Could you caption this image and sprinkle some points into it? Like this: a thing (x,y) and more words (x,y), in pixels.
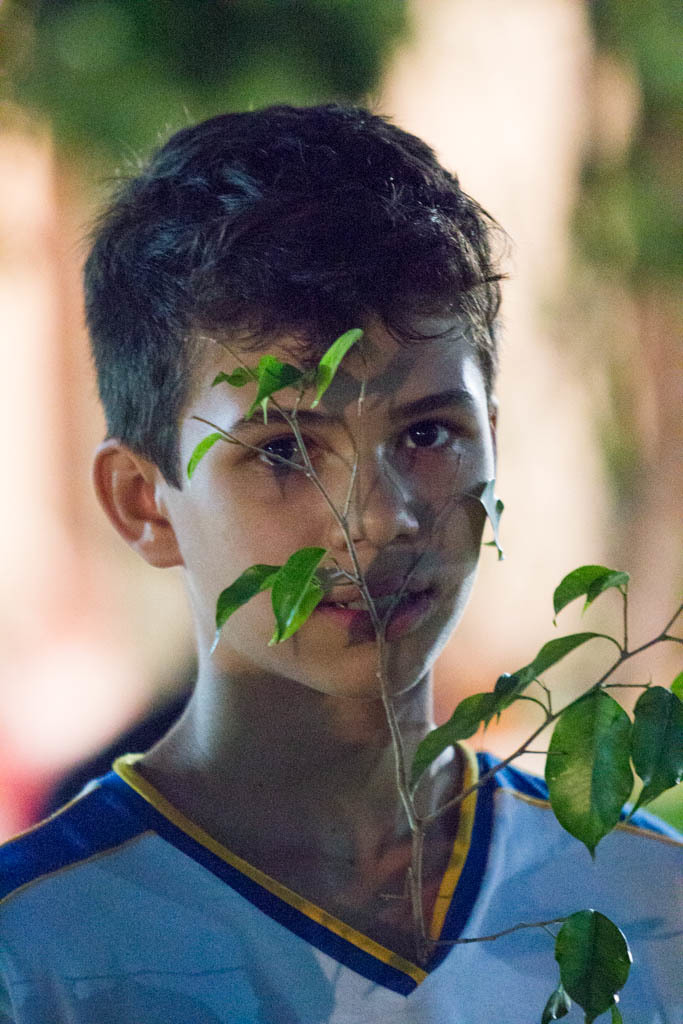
In this image in the foreground (391,704) there is one boy (424,529), and some leaves (586,775) and the background (570,511) is blurred.
